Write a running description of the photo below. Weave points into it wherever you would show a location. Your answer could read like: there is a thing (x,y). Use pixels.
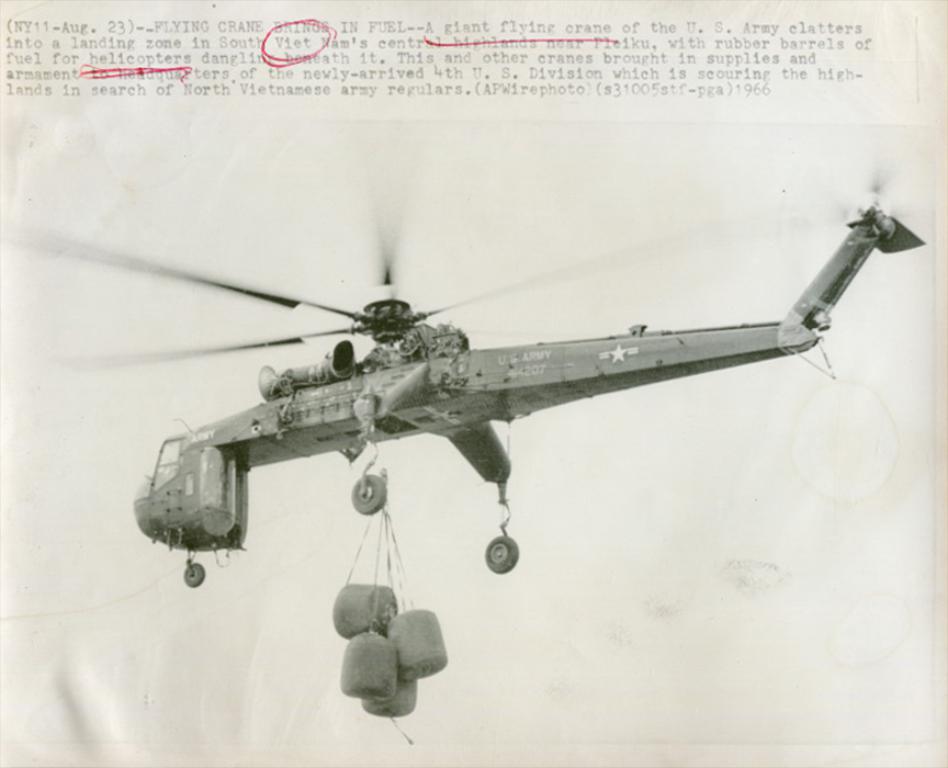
In this image I can see the picture of flight (399,383) and under the flight (295,411) I can see some objects (372,615) hanging the wheel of the flight (327,391) and at the top (814,63) I can see the text (286,94).
